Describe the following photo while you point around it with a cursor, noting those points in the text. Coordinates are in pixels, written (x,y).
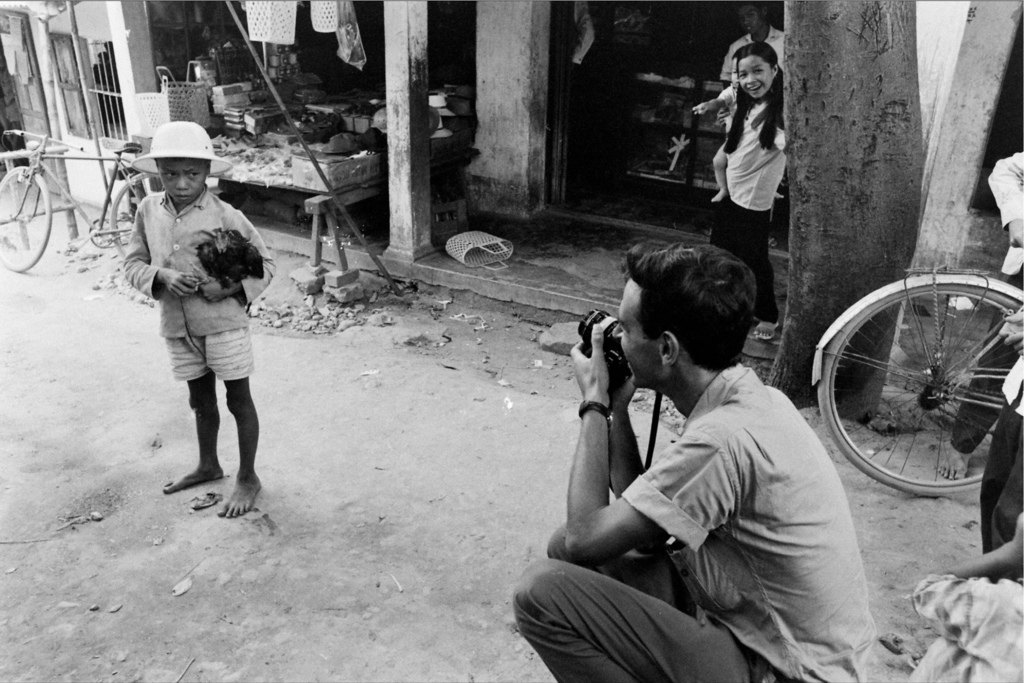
On the right side of the image (685,532) we can see person (593,480) holding camera (613,355), bicycle (955,352), tree (866,147) and persons (725,125). On the left side of the image (195,172) we can see a boy (190,275) holding hen (214,246) and wearing hat (195,153). In the background (82,159) we can see bicycle (25,171), window (106,87), houses (27,70), pillar (411,54), baskets (166,85) and shop (433,123).
